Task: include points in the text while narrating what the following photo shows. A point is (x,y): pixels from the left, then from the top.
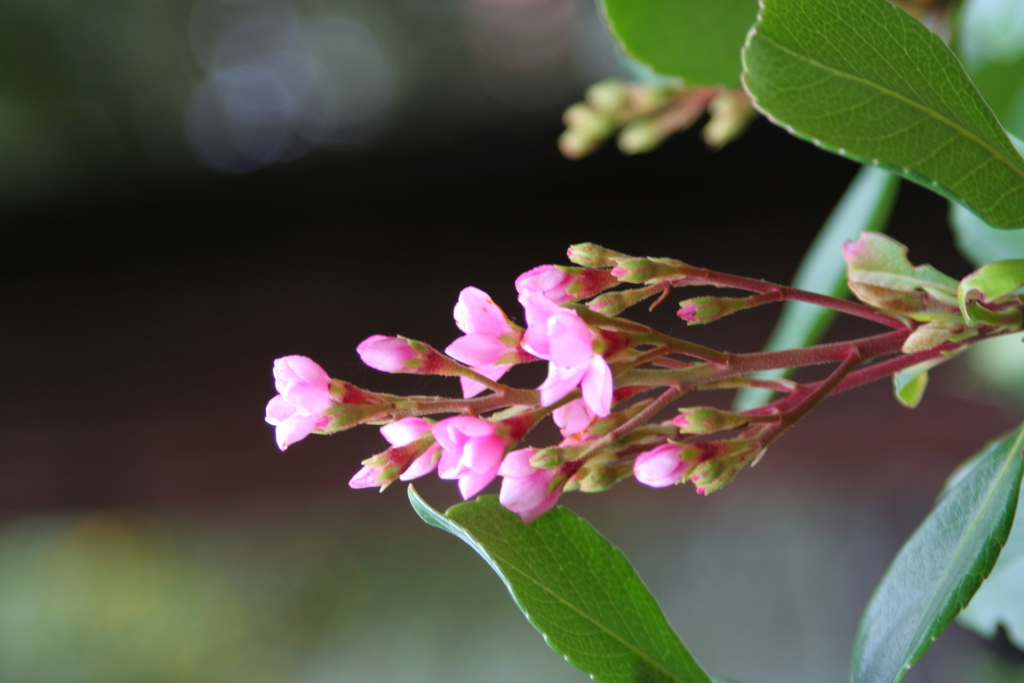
This is a zoomed in picture. On the right (697,458) we can see the flowers (493,336) and the buds (409,351) and we can see the leaves (963,186) of a plant (955,562). The background of the image (481,625) is very blurry.
